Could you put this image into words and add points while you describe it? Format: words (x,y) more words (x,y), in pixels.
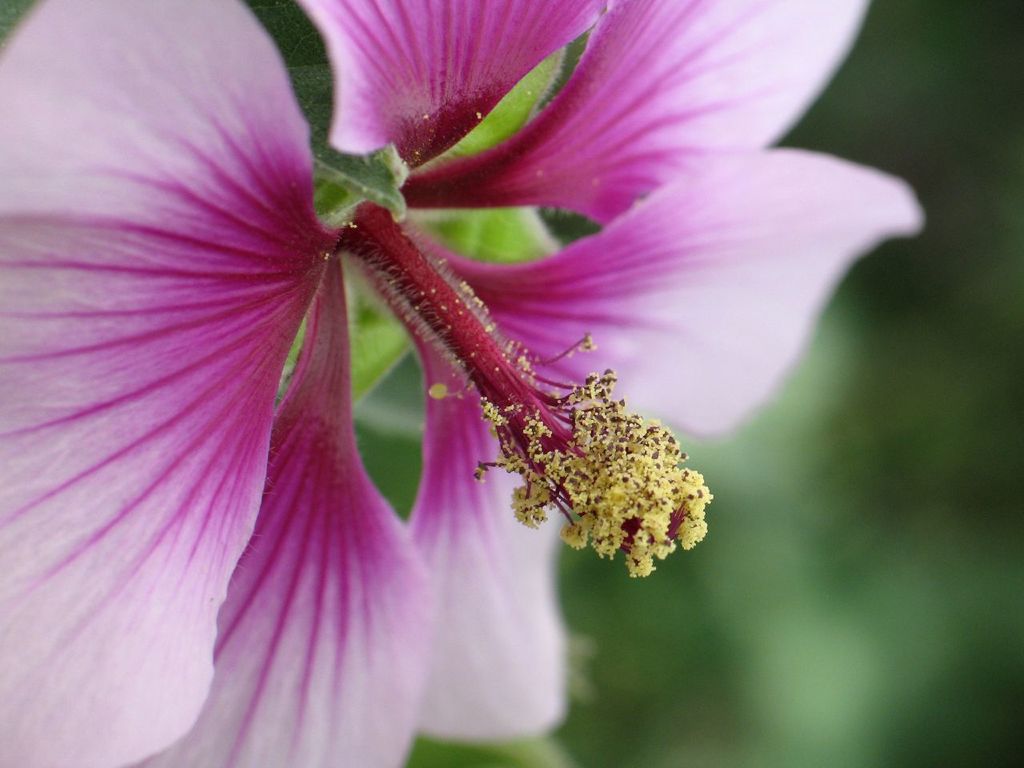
In this image I can see a pink colour flower (339,120) in the front (791,342) and I can see this image is blurry in the background (842,765). I can also see green colour background (876,77).
